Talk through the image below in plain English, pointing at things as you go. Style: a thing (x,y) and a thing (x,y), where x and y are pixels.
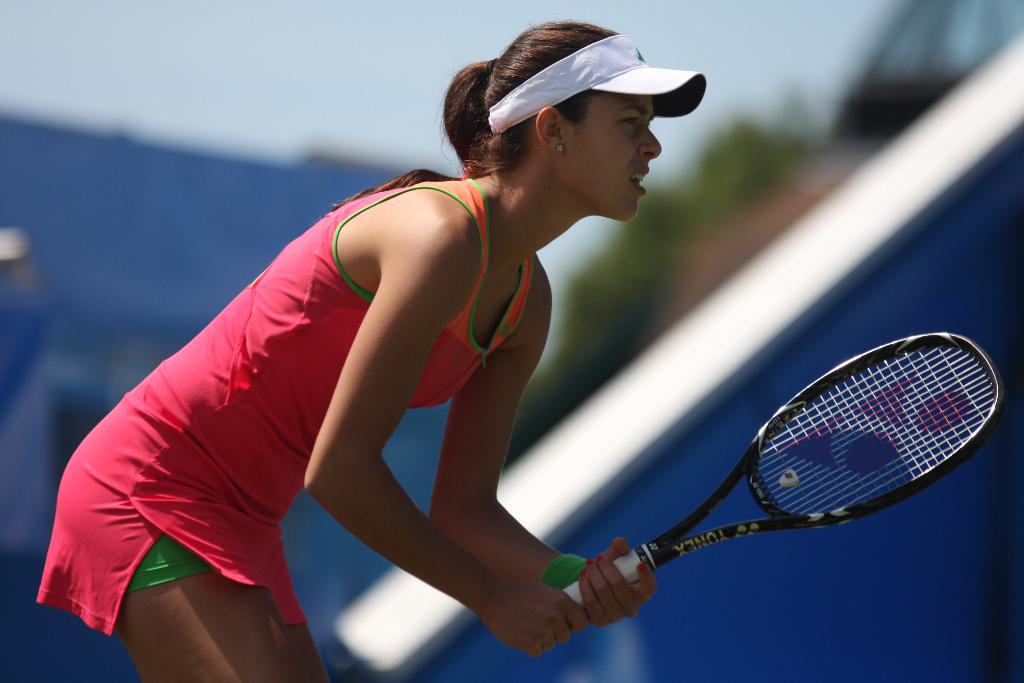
In the picture there is a woman (199,627) standing, she is holding a tennis bat (826,452) she is wearing a white color hat (563,74) and pink color dress (275,405), in the background (282,80) there is a tennis court (162,231) and sky (375,81).
